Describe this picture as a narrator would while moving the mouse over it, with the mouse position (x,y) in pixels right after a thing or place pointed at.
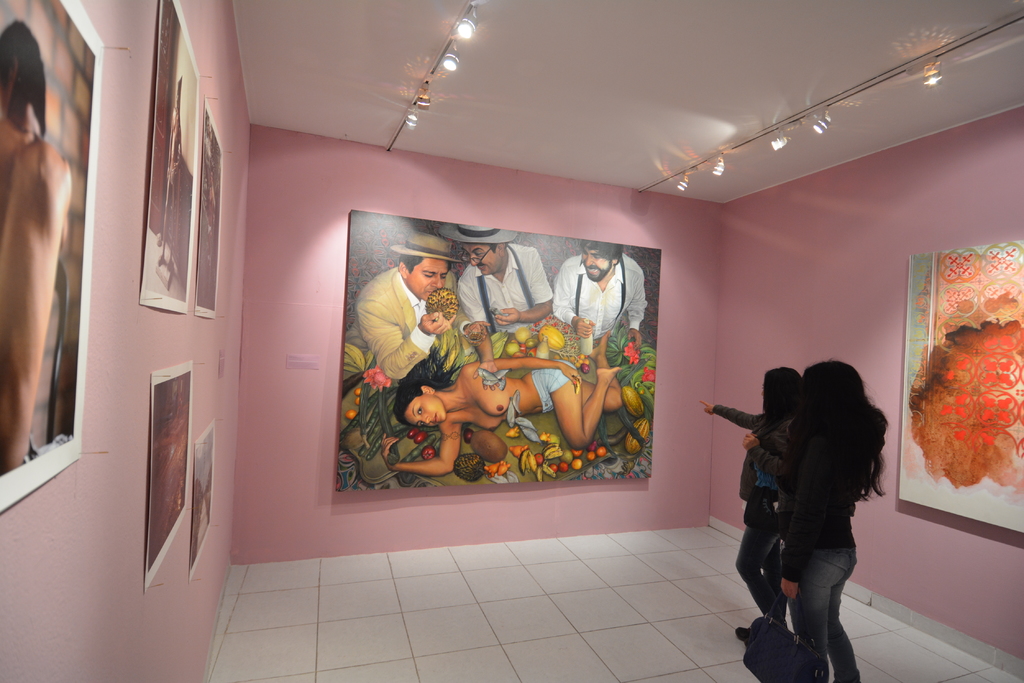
In the image there are two women (745,525) standing on the floor (585,582) and around them there are many posters (387,255) attached to the wall (864,317).
